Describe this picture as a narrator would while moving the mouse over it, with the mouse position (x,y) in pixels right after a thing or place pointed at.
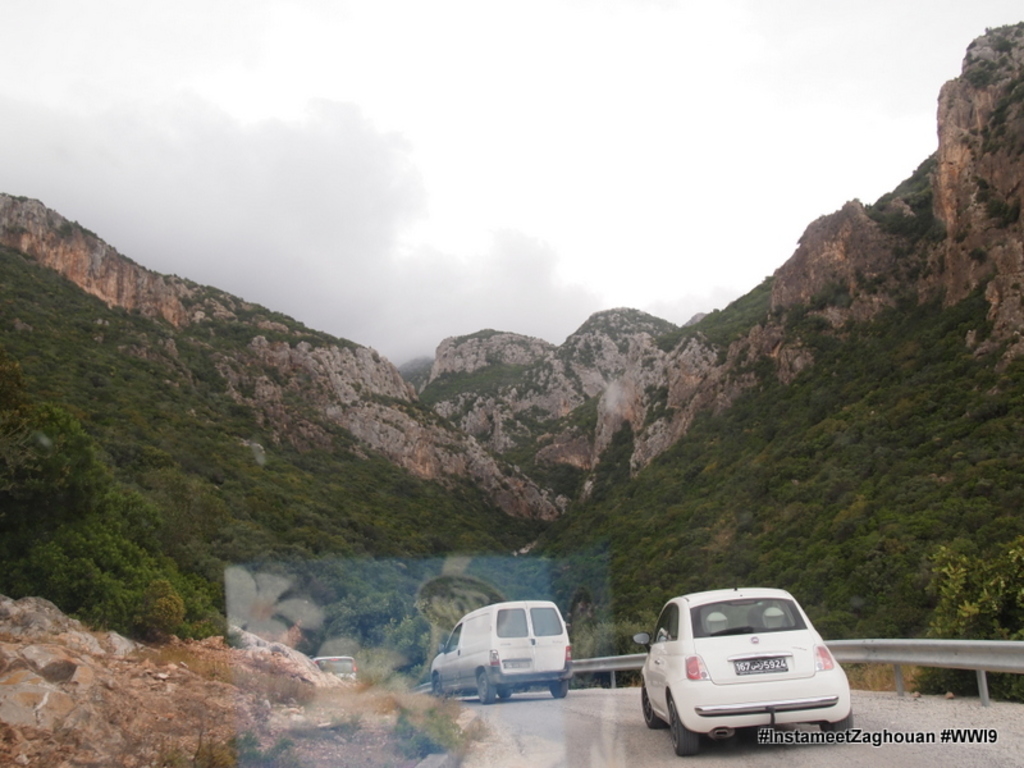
In the center of the image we can see a few vehicles (669,709) on the road (631,715). At the bottom right side of the image (865,731), we can see some text (907,732). In the background (585,214), we can see the sky (414,222), clouds (533,276), hills (857,439), trees (804,575) and a fence (966,644).
